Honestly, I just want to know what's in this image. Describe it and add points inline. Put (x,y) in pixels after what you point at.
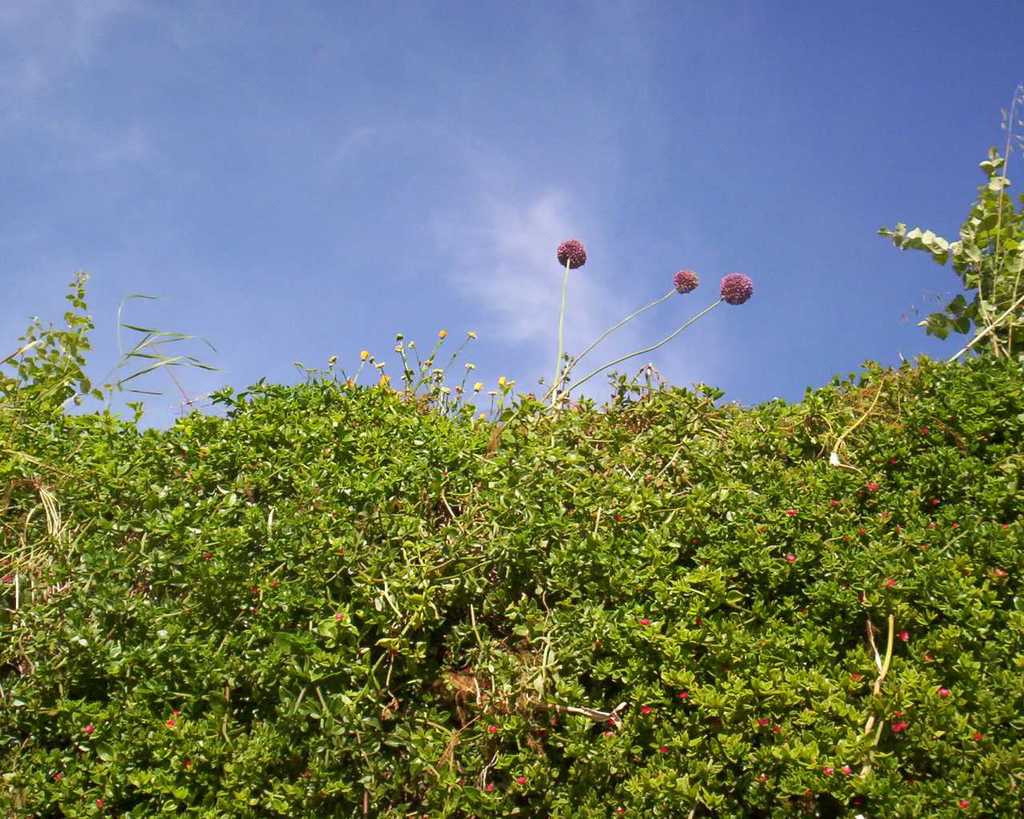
In this image I can see plants (508,614) and flowers (680,284). In the background (408,186) I can see the sky (340,181).
